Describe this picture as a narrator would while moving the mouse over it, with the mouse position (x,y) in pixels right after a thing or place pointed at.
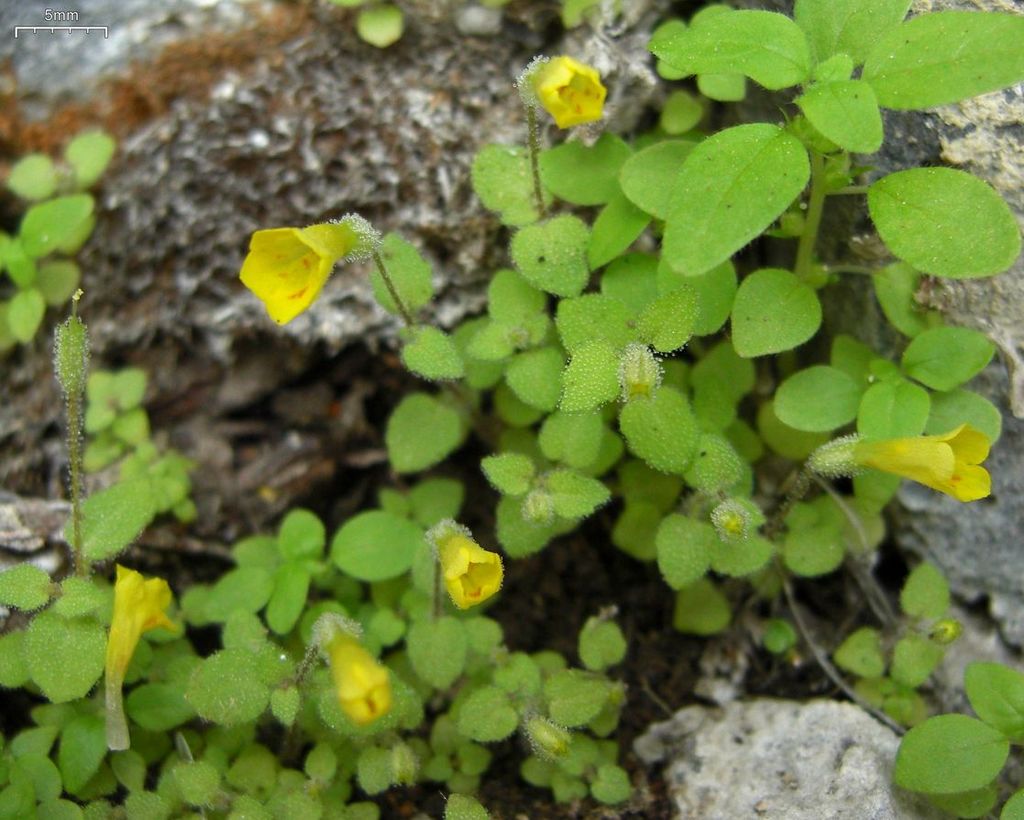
In this image we can see plants (585,255) and flowers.
